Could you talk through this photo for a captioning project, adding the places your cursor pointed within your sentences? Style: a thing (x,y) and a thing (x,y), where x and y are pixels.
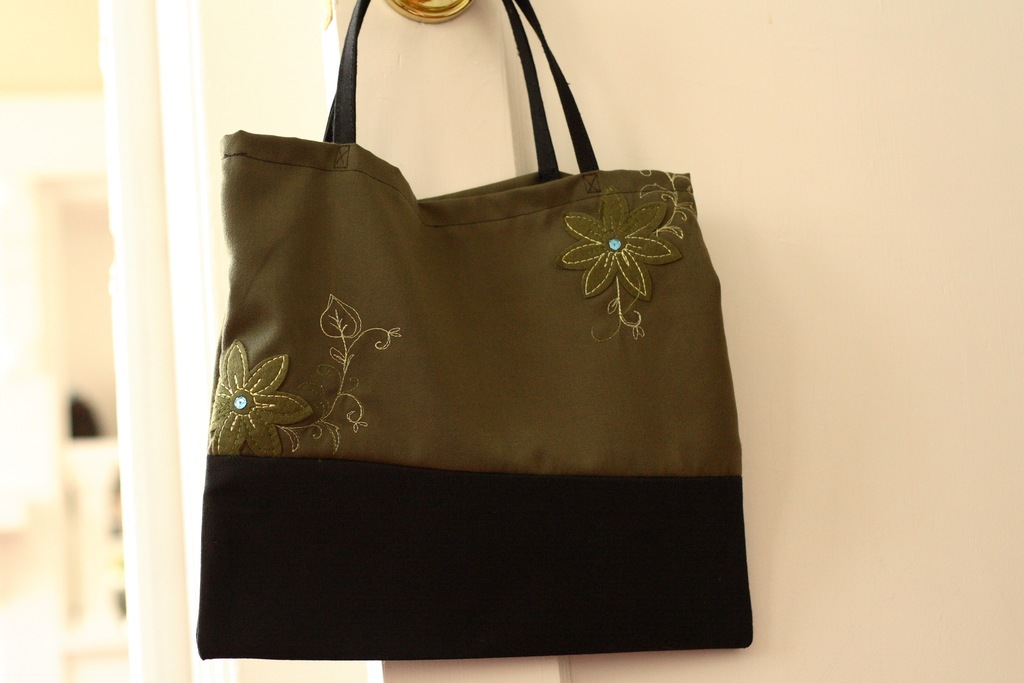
In this there is a hand bag (263,644) which is in hanging position and the handbag (252,464) has a flower design (296,408) on it.
